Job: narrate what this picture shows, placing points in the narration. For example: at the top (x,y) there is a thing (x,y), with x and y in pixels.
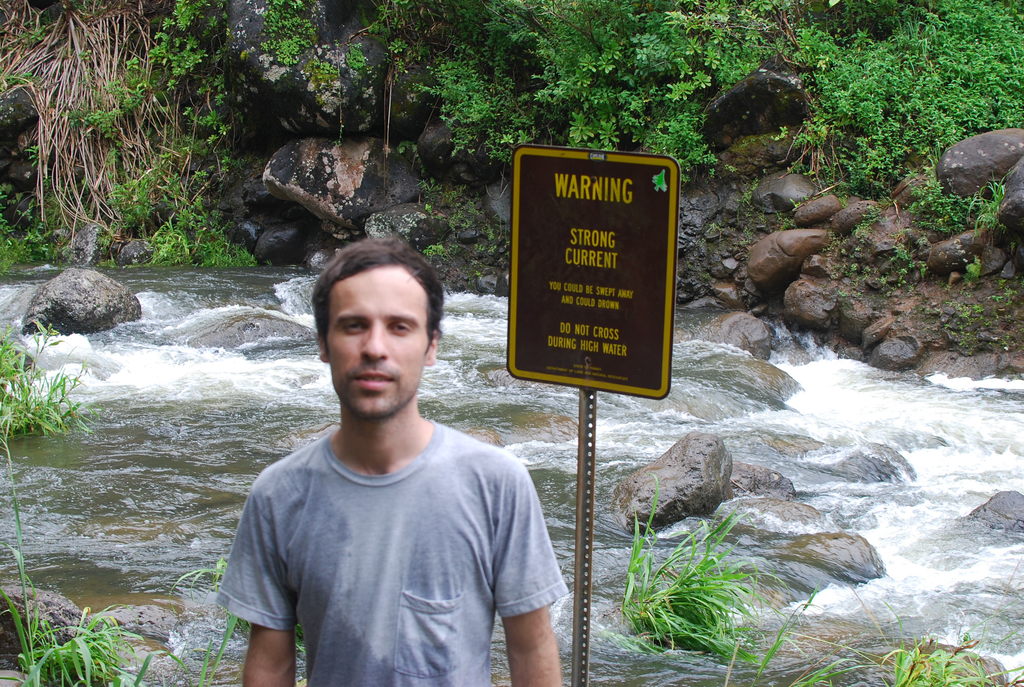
In this image, we can see a man (311,526) and in the background (342,192), there is a board (573,255), rocks (785,145) and plants (848,137). At the bottom (828,463), there is water (806,447).
